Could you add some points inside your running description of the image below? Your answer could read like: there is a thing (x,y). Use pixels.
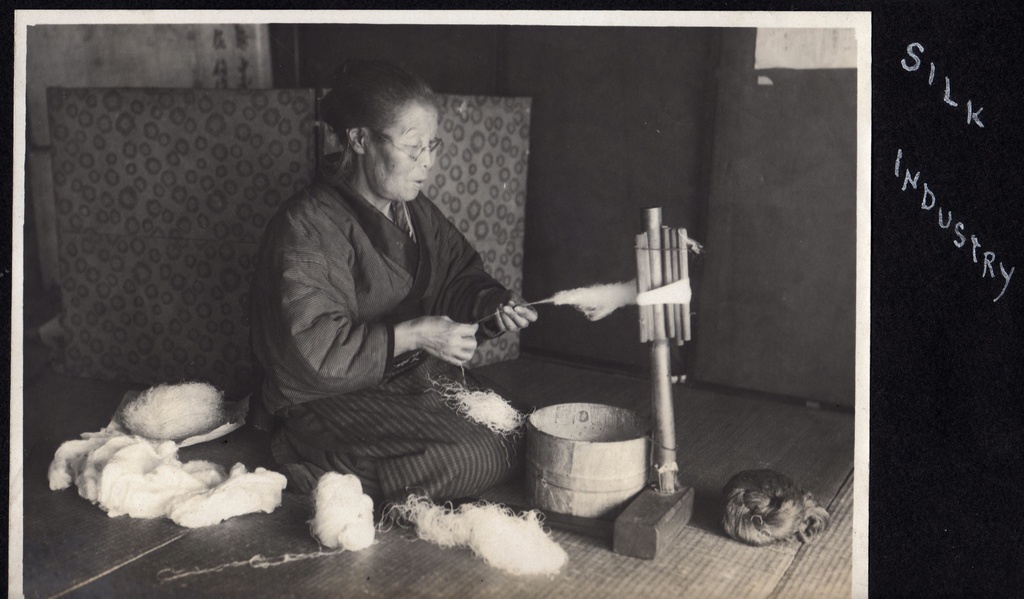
There is a lady (347,310) wearing specs (416,155) and sitting on the floor (299,506) and weaving threads (556,304) using a machine (656,276). Near to her there is a basket (590,473). Also there are threads (163,489) near to her. In the background (725,135) there is a wall (544,64). On the right side (899,164) there is something written on the black background (917,56).
